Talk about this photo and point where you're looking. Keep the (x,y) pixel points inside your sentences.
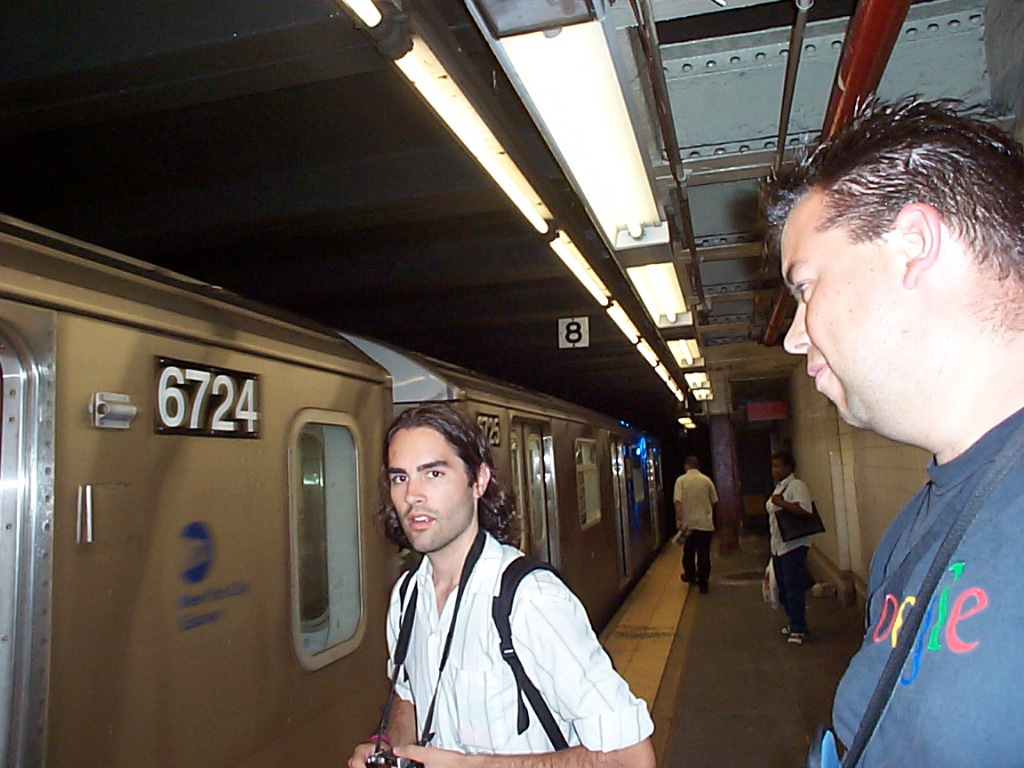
In this image in the front (492,653) there are persons (940,705) standing and there is a black colour object (426,733) in the hand (384,745) of the person (442,678). In the background (692,491) there are persons (676,503) standing and walking. On the left side (276,525) there is a train (266,516) with some numbers (228,424) written on it. On the top (545,229) there are lights (587,287) and there is number board (566,327) hanging from the roof (571,305).
